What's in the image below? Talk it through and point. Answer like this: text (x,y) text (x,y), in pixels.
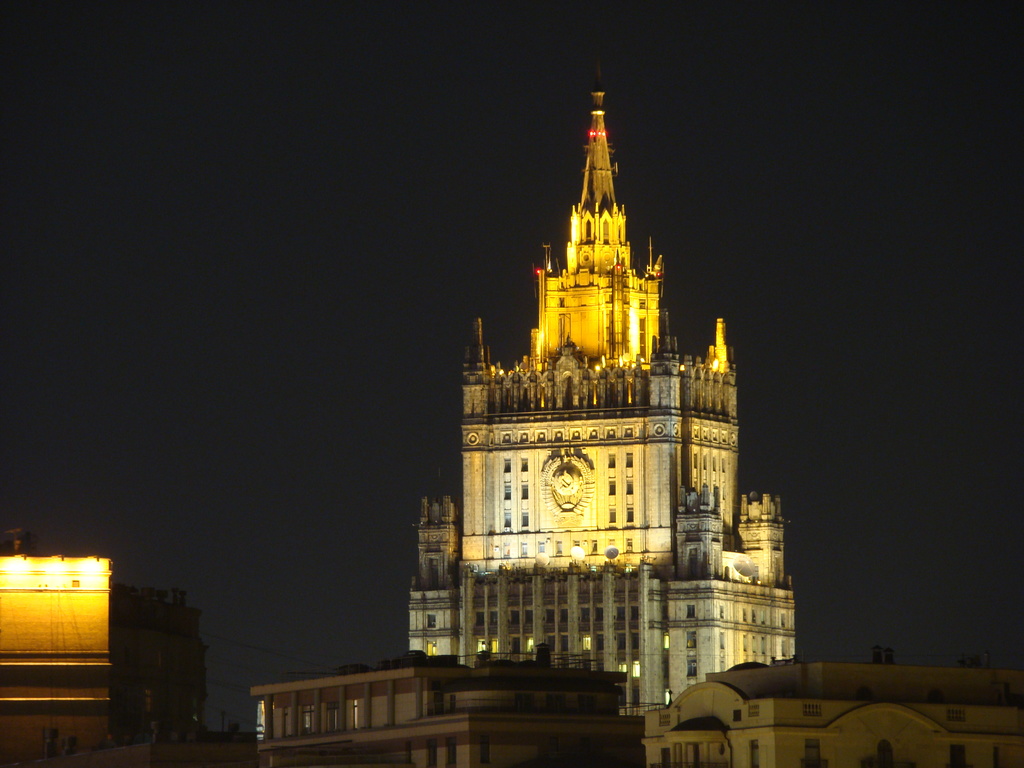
This picture is clicked outside. In the foreground (167,674) we can see the buildings (620,724) and we can see the lights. In the center (581,466) we can see the cables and a building (674,418) with a spire (565,315) and we can see a clock like object (570,480) seems to be hanging on the wall (598,455) of a spire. In the background (797,214) we can see the sky (775,241).
